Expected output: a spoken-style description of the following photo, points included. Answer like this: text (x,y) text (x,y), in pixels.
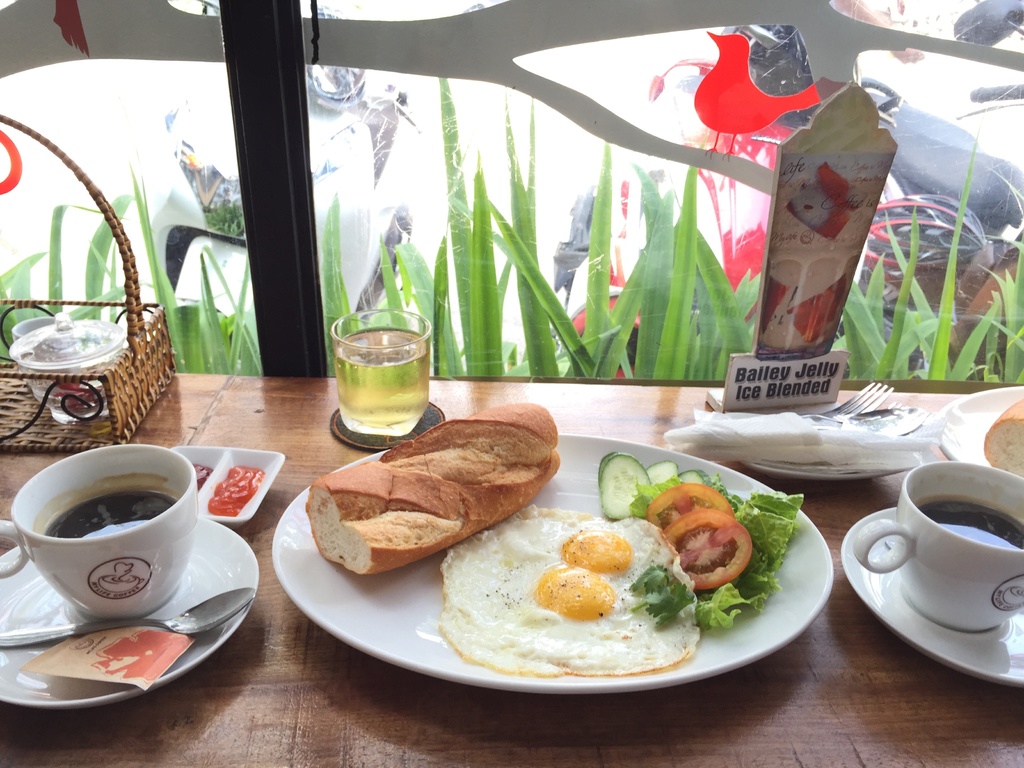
We can see plates (352,583), cups (1020,586), spoons (204,605), fork (881,384), tomato (704,486) and cucumber slices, bread (996,430), food (508,544), basket (128,400), tissue papers (727,457) and objects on the table (445,701). We can see glass (595,107), through this glass (632,297) we can see plants (324,285) and vehicles (698,65) and we can see painting (725,75) on glass (334,34).
